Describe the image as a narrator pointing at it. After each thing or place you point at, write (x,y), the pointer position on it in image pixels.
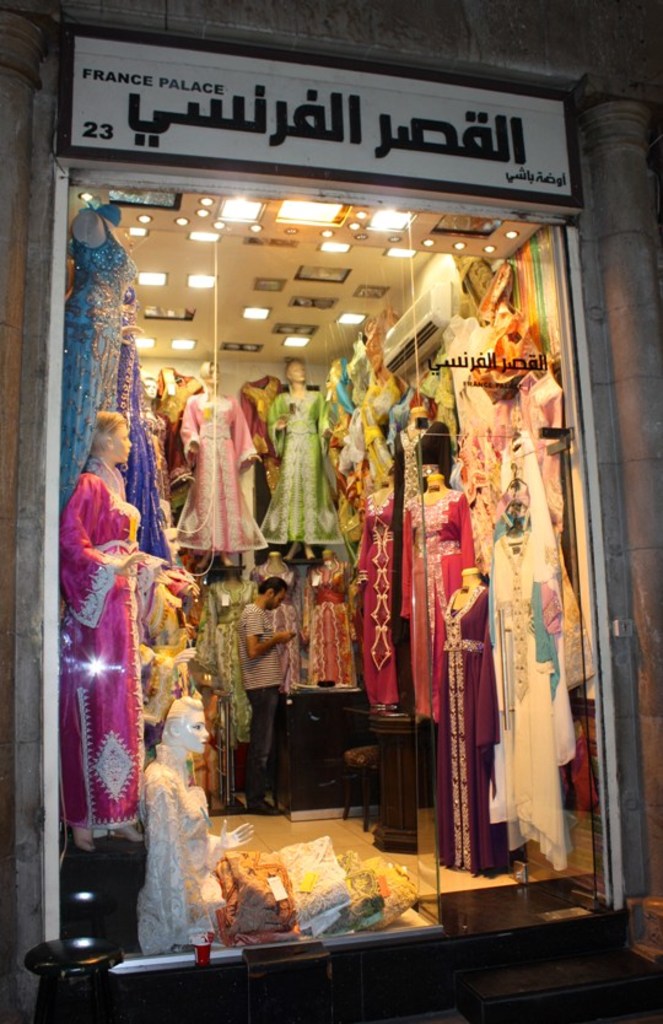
In this image in the center (373,641) there is one store (255,818), in that store (102,473) there are some clothes (327,417) and one person (282,638) is standing beside him there is one table (333,793), chair (367,783) and some objects (395,765) and on the top (277,300) there is ceiling (246,300) and some lights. On the top of the store (304,128) there is some text (420,131).
